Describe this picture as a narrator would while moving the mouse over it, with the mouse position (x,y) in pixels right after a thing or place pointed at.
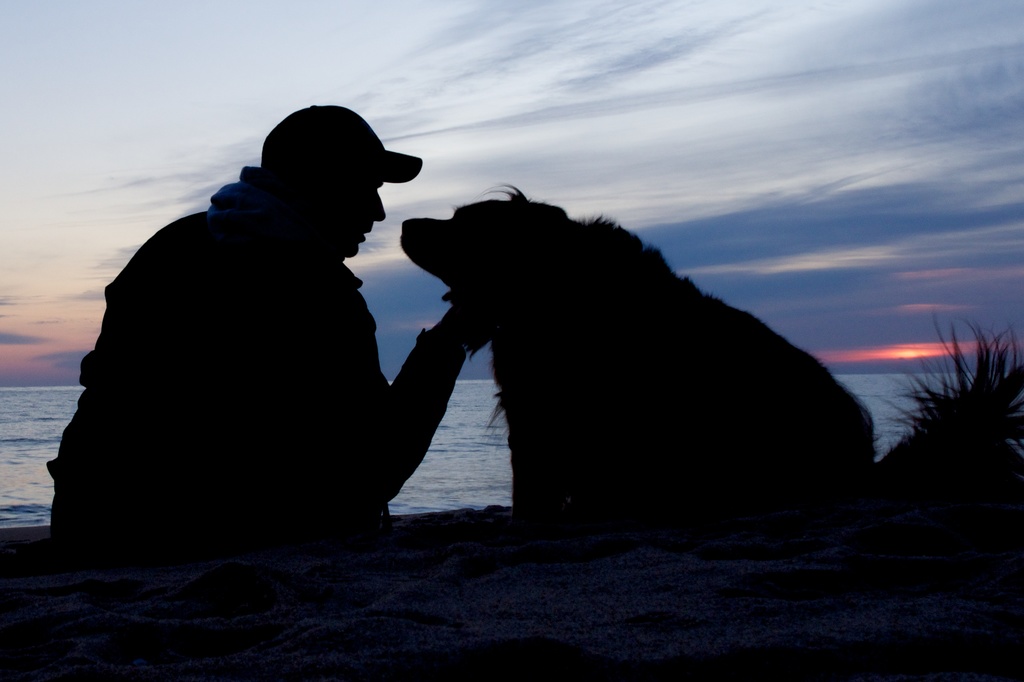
Front of the image it is dark and we can see a person (326,435), dog (468,301), sand (1020,609) and plant (990,354). In the background (467,458) we can see water (480,459) and sky (722,172) is cloudy.
